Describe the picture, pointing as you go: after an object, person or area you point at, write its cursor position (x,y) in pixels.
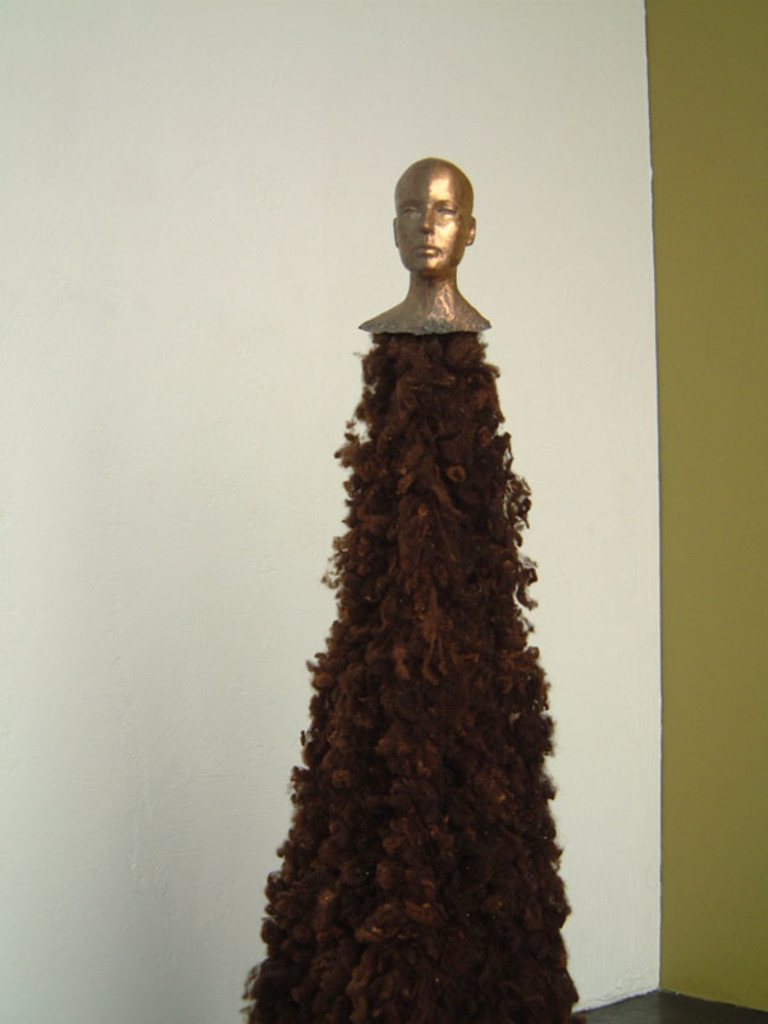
In this image there is a statue (324,986) at the middle of the picture (450,553). Behind there is a wall (699,754).
